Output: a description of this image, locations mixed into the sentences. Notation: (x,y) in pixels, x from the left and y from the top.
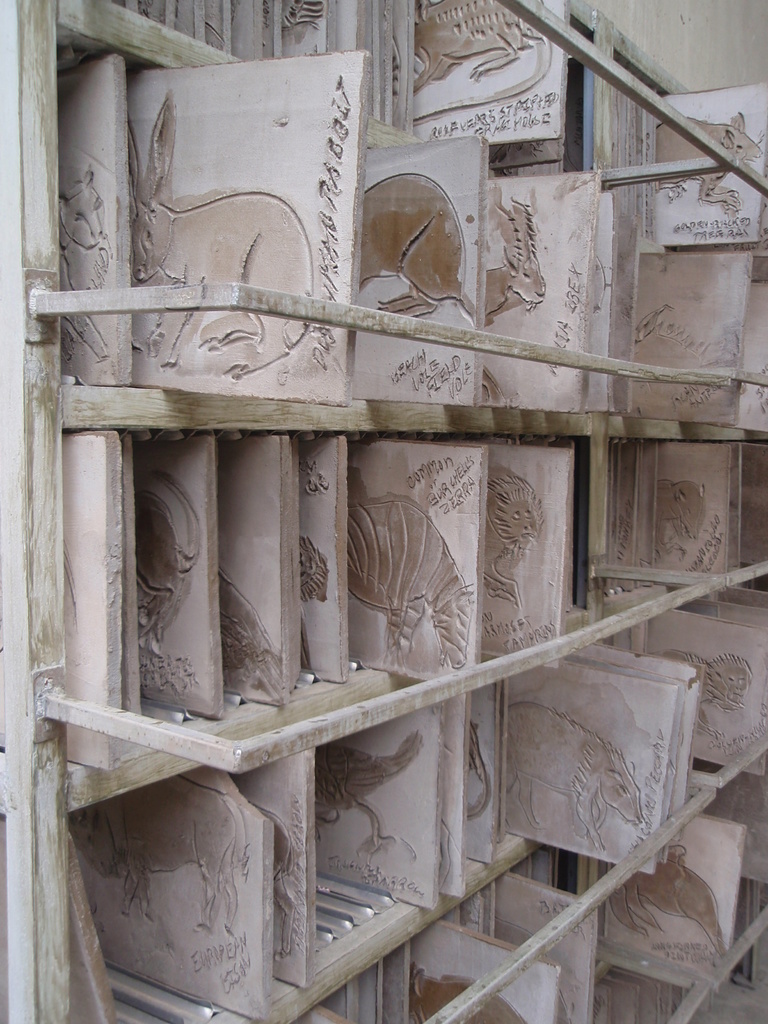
In this image we can see tiles (584,654) of clay (604,698) arranged in shelves (255,424).
